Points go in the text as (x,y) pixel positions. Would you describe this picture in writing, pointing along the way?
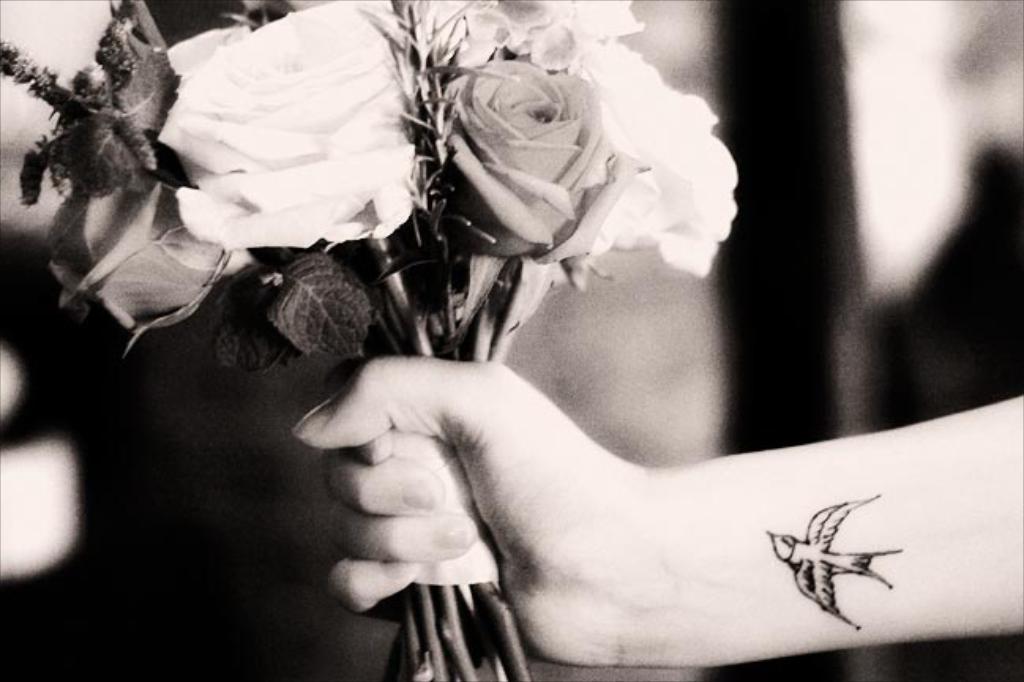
In this image we can see person's hand (707,589) who is holding flower bouquet (380,323) and there is tattoo (824,602) to her hand (679,587).
